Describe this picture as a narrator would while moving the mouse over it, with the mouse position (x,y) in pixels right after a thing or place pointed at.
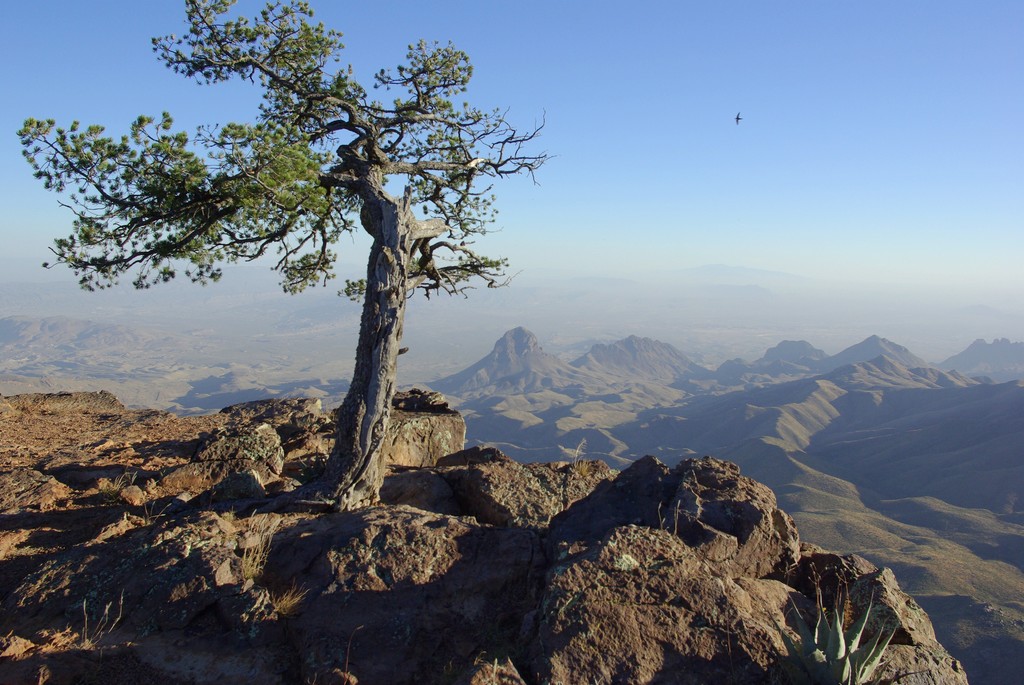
In the foreground of this picture (384,486), there is a tree (332,456) on a cliff (482,647). In the background (486,395), there are mountains (529,459), sky (641,249) and a bird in the air (734,122).
